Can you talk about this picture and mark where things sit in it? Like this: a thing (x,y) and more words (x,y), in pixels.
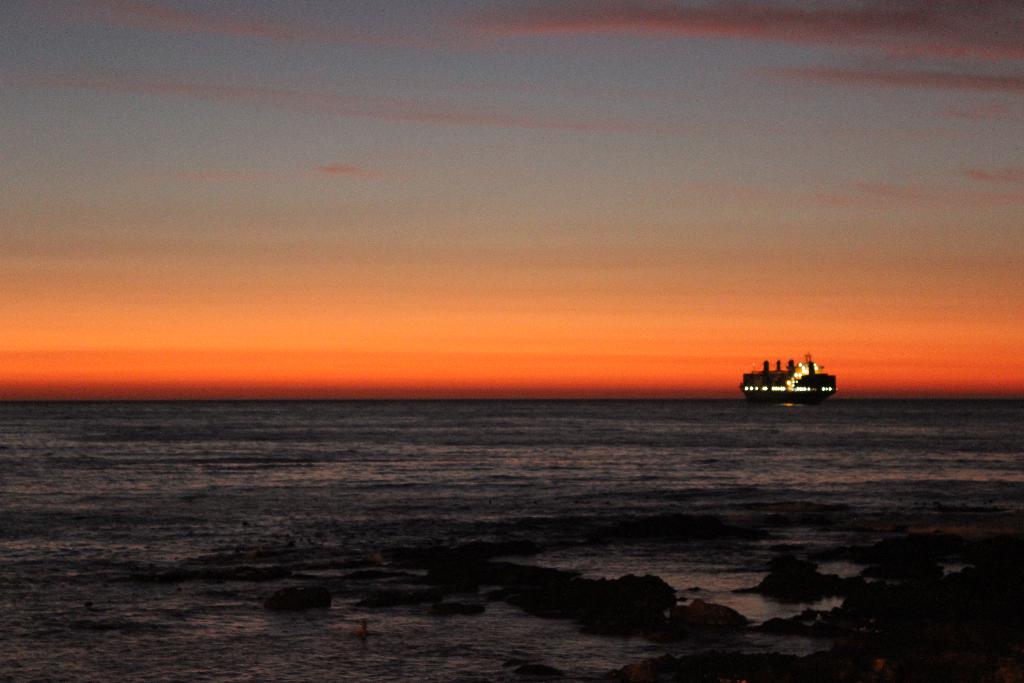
In this image, there is a sea (793,414) and at the top (662,117) there is a sky (520,126).
